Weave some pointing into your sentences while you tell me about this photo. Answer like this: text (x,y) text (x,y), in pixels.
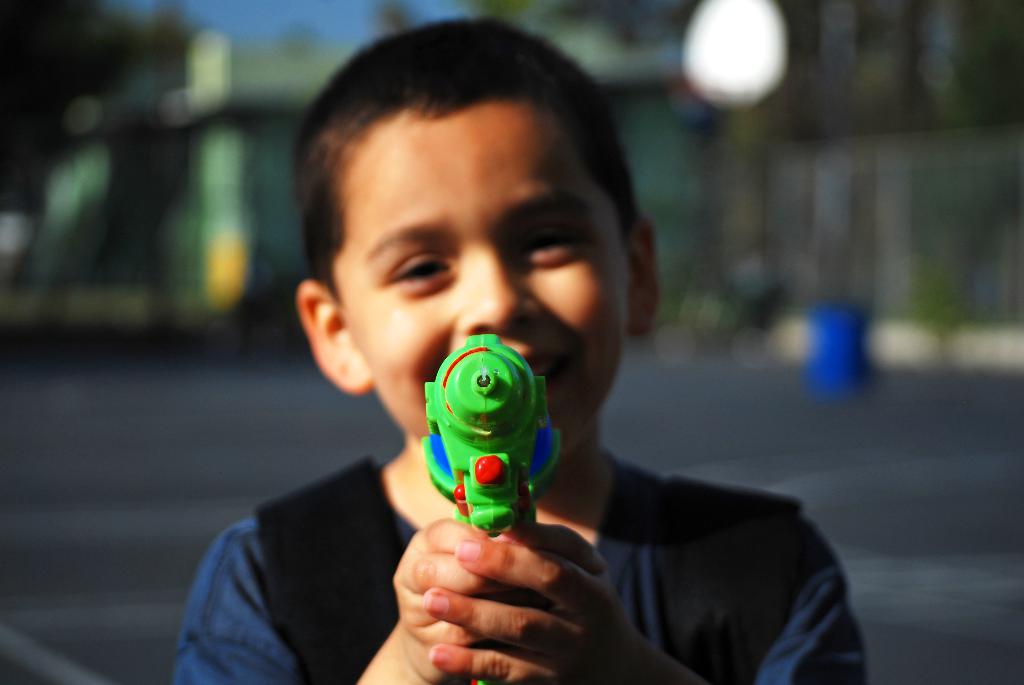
In this image we can see a boy (508,316) holding toy (488,439) in his hands (546,537). In the background (236,334) there are road (850,488), trees (906,124) and sky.
